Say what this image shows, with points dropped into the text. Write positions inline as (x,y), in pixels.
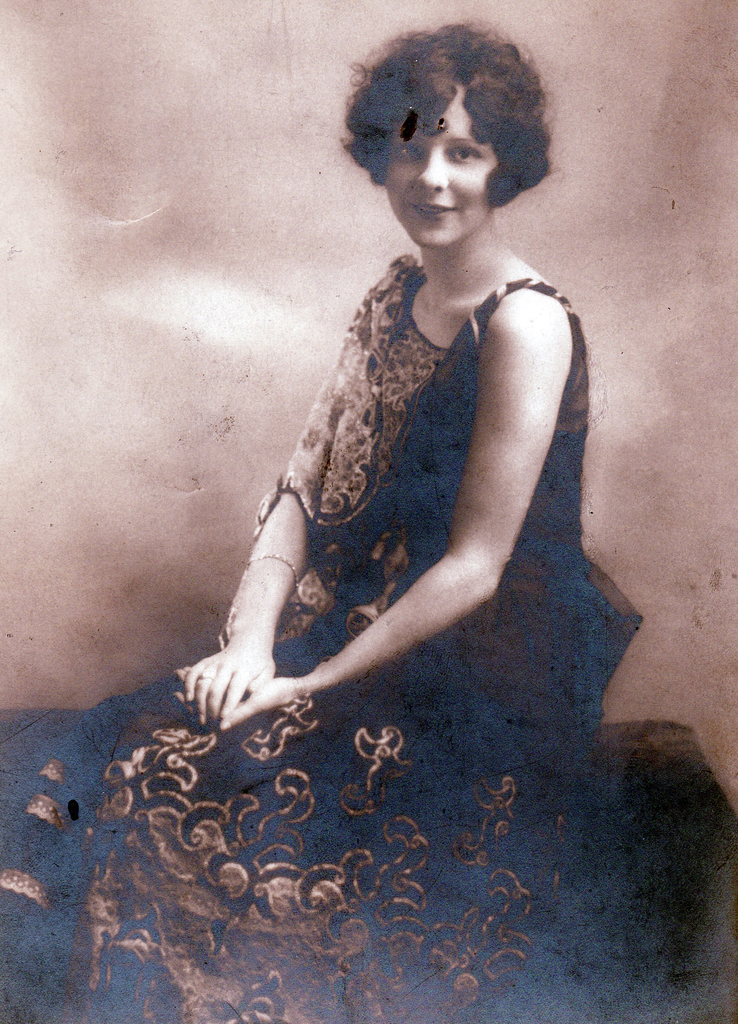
In this image, we can see a photo (661,788), in that photo (625,603), we can see a woman (571,565) sitting and she is smiling.
